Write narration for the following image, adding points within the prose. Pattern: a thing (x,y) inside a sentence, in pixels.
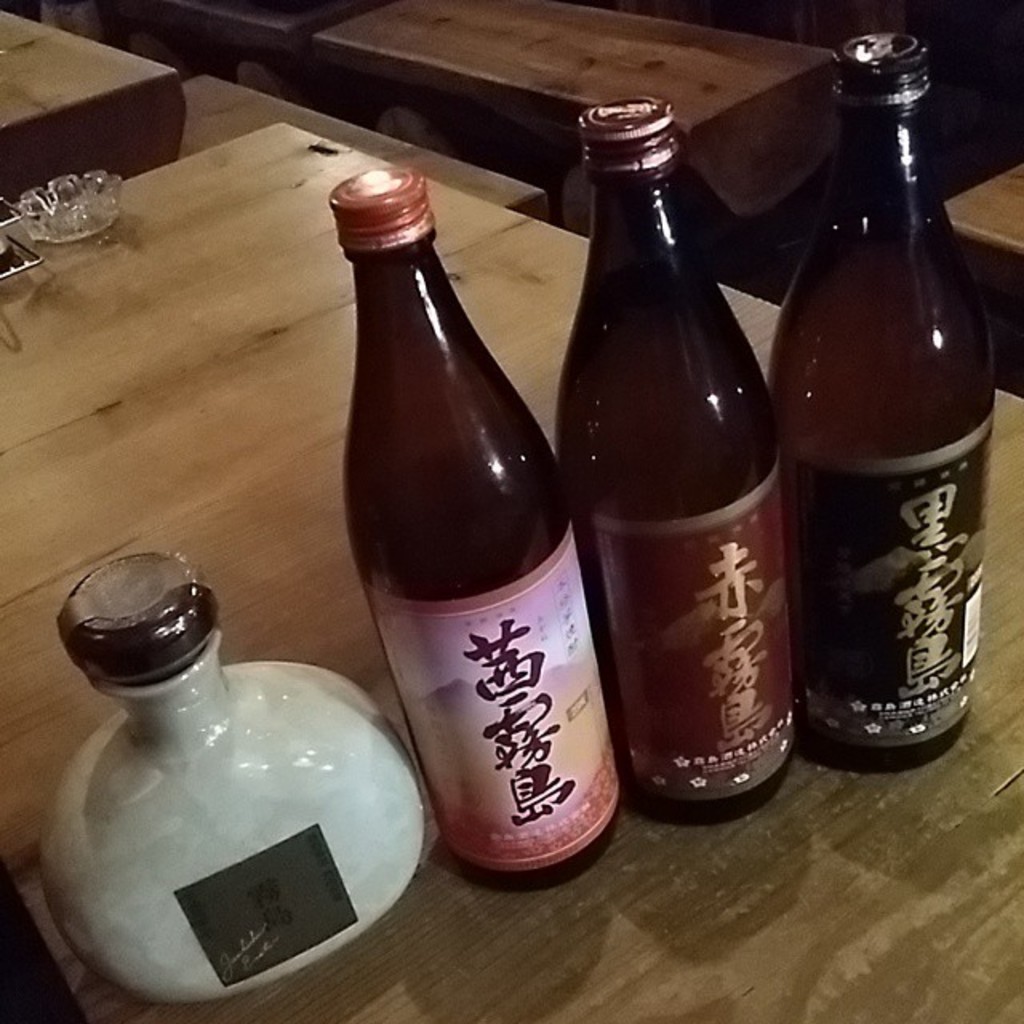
In this picture I can see there are some bottles (438,516) placed here on the table (290,288) and in the backdrop (119,121) there are tables (119,121) and chairs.
